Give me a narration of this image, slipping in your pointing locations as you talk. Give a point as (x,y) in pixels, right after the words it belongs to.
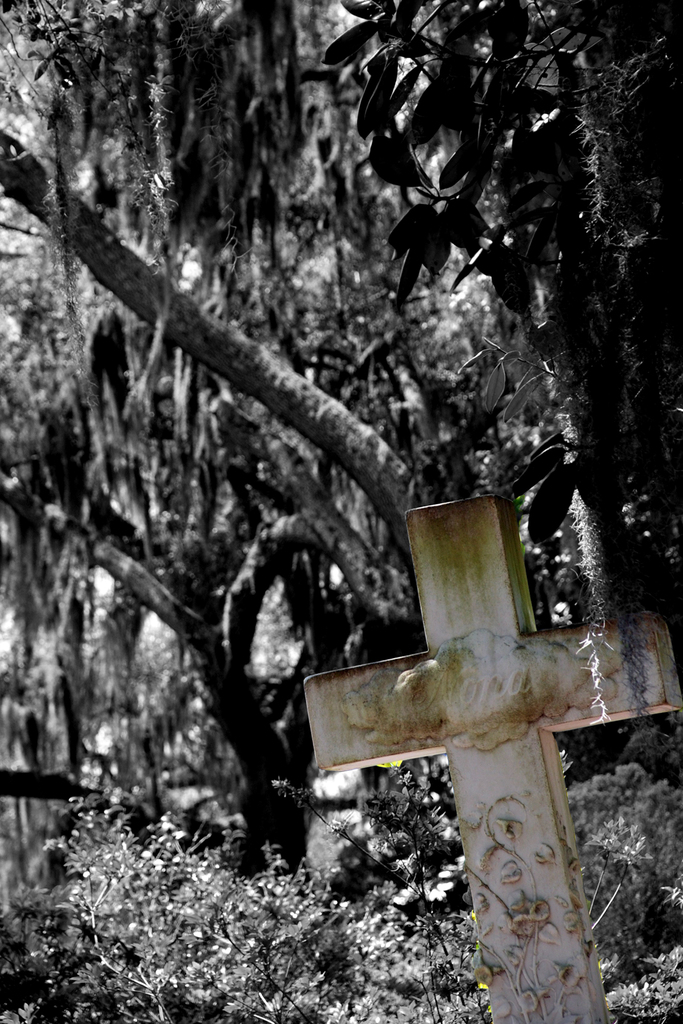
In this picture I can observe cross (451,693) on the right (496,689). In the background (139,628) there are trees (201,456) and plants (262,937) on the ground (219,810). This is a partially coloured image.
